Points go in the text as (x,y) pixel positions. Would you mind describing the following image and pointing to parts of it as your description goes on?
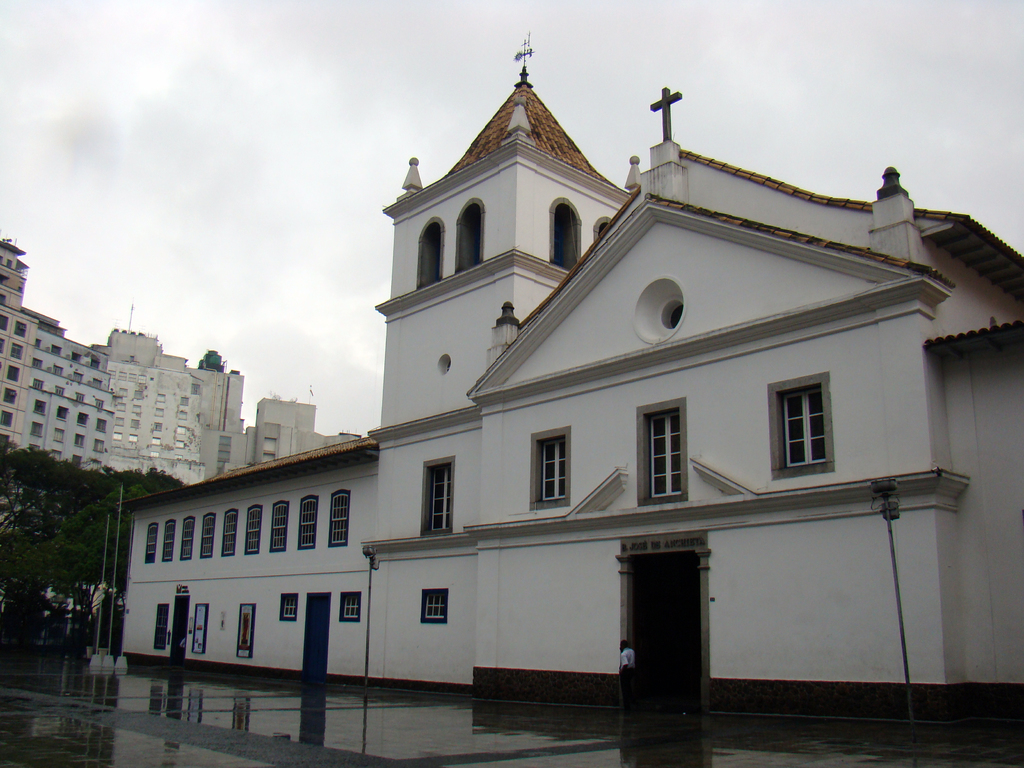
In this image we can see a building (592,562) that looks like a church (530,252). And we can see some other buildings (150,344) on the left (103,373). And we can see the sky (245,132). And we can see the trees (86,633).
